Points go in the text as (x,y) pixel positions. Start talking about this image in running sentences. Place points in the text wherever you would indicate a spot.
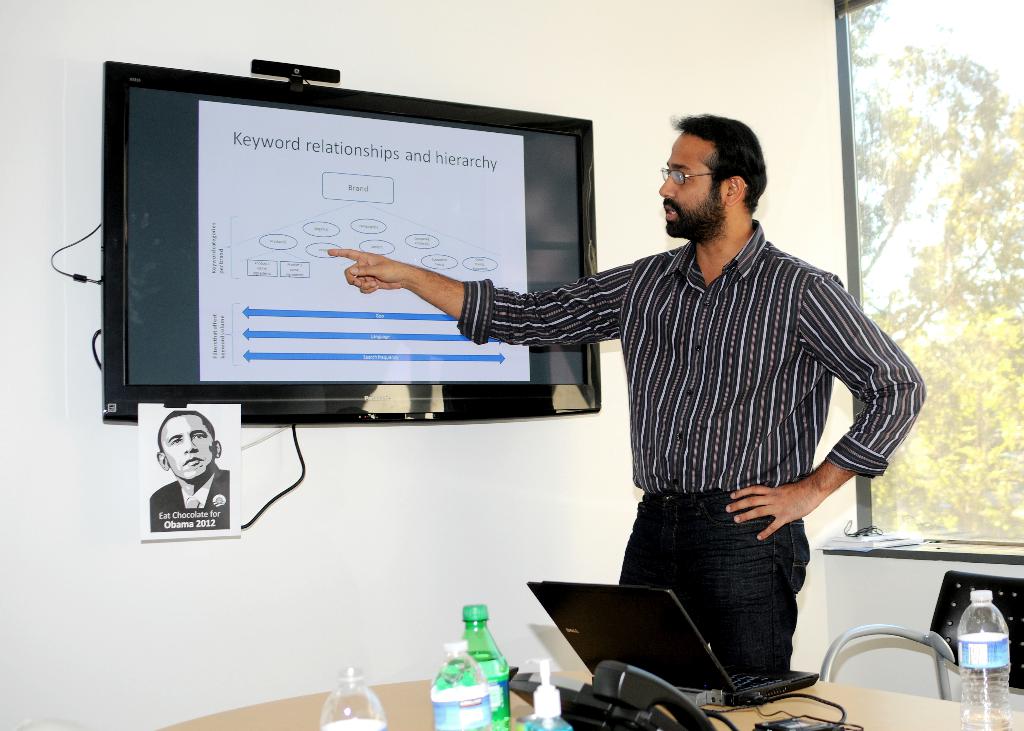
This picture is inside the room (756,125). There is a person (740,249) standing and talking and he is pointing towards the screen (347,247). There is a screen (400,217) on the wall (424,557). There are laptop (672,622), telephone (603,693), bottles (996,725) on the table (823,691), and there is a chair (928,632) behind the table (848,707). At the back (890,243) there is a window (988,231).
